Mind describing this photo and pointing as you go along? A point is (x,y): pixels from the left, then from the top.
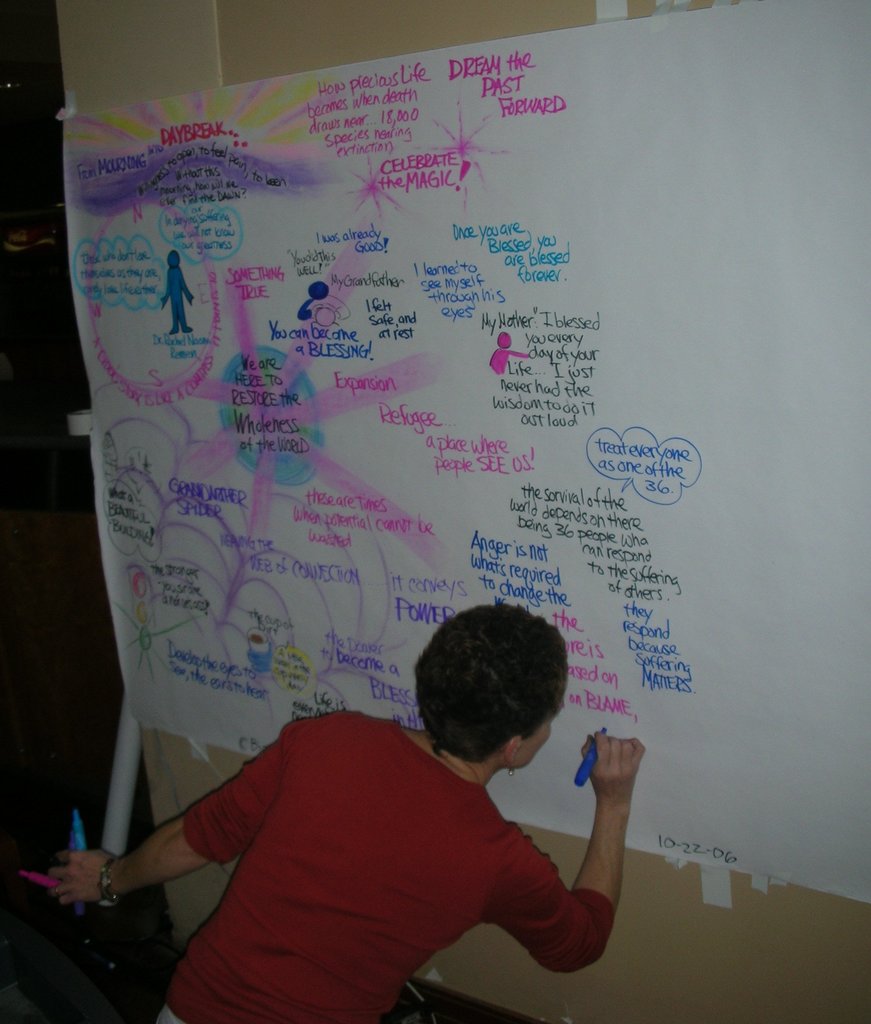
In this image we can see a person (542,863) writing on the chart (694,711). There is a rolled chart (128,791) at the left side of the image (118,793). A person (136,862) is holding few pens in his hands (98,854).
